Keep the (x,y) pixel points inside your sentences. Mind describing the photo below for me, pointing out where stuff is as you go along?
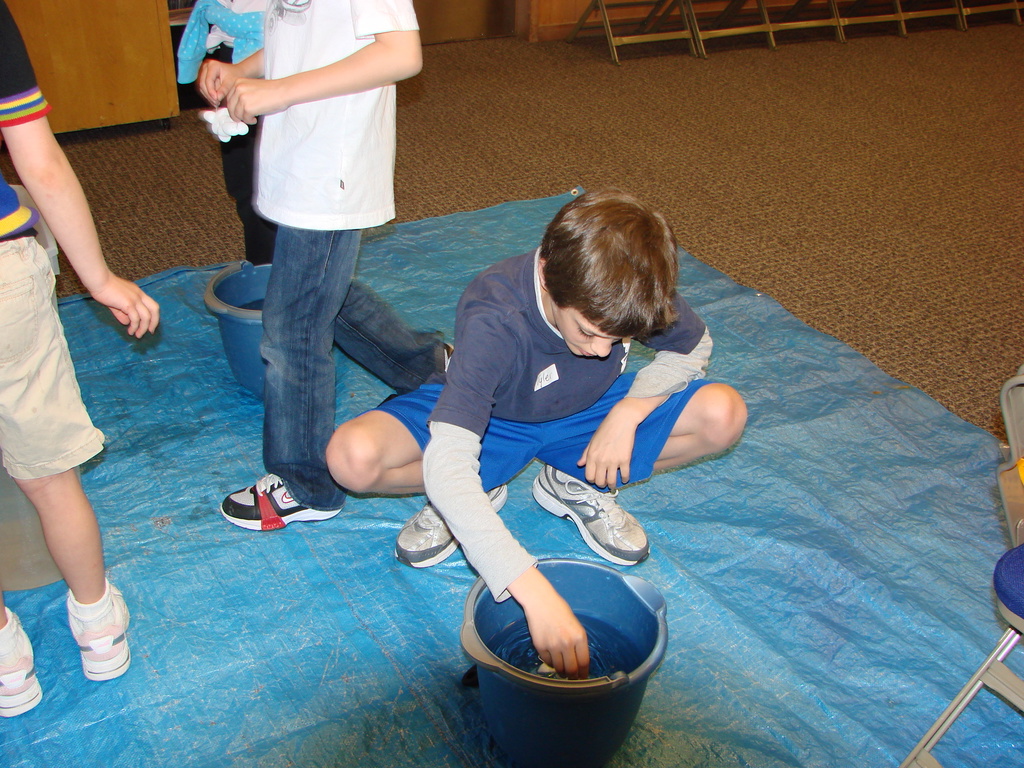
In this image there are persons (492,391). In the center (548,396) there is a boy (555,432) who is in squatting position, in front of the boy (544,448) there is a bucket (580,687) and in the background (359,158) there are persons (241,118) standing and walking. On the floor (884,319) there is a mat (889,438) which is blue in colour.
